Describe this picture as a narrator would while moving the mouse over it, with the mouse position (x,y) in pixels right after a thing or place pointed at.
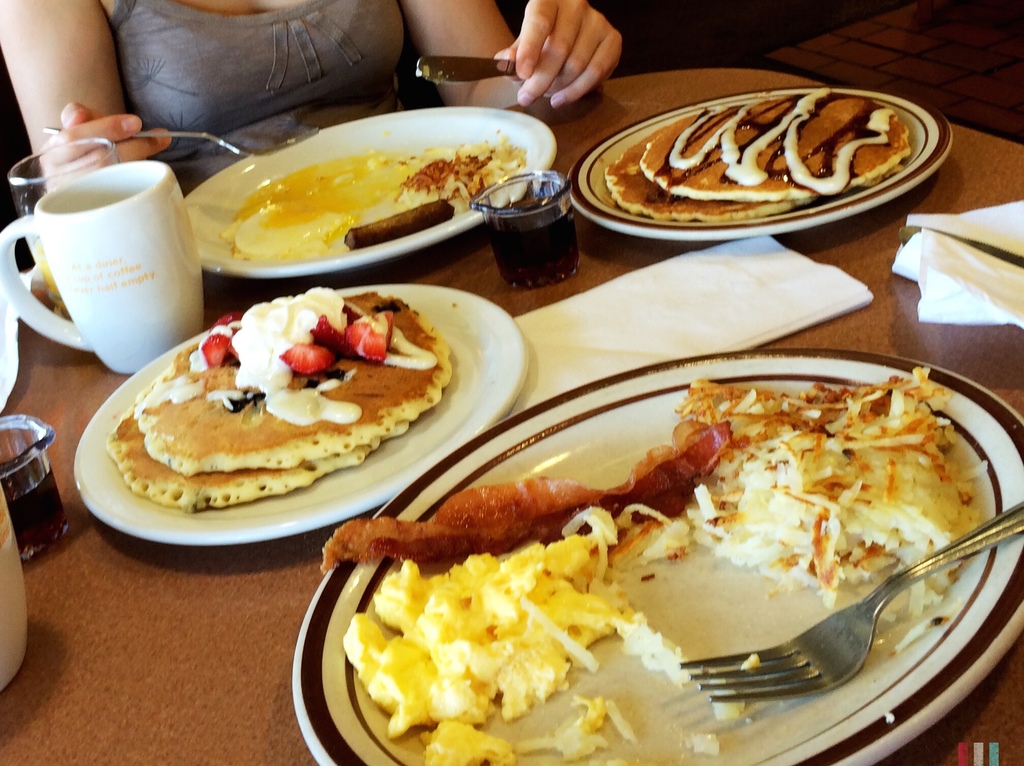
We can see plates (235,167), food (838,138), fork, cup (156,238), glasses (60,153) and objects (575,222) on the table (915,199). There is a person (276,45) sitting and holding fork (258,151) and knife (483,71).
